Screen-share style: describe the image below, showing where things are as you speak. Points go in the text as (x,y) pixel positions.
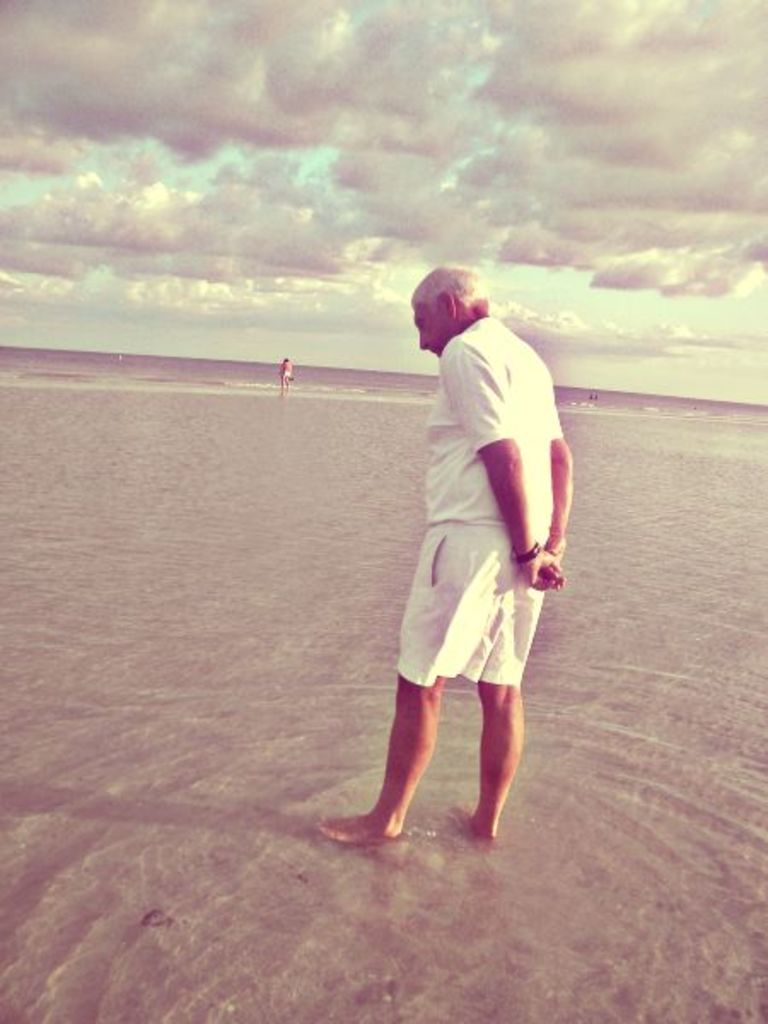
In this image in the foreground (470,612) there is one person (470,612) standing, and in the background (292,379) there is another person (286,367). At the bottom (444,927) there are some water (659,838), and in the background (199,369) there is a beach (148,383). At the top (274,286) there is sky (468,241).
